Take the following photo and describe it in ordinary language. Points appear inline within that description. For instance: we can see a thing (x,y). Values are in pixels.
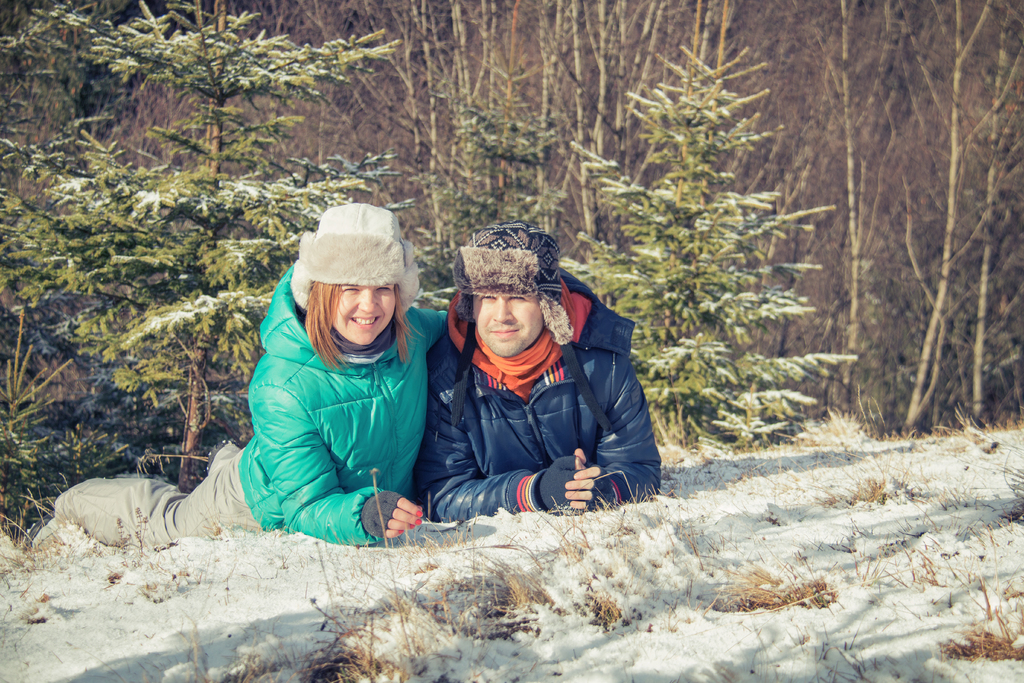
There is a woman (378,268) in green color coat (307,387), smiling and keeping hand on the person (489,252) who is in dark blue color coat (603,384) and is smiling. These both persons (557,386) are laying on the ground (52,645) on which, there is snow (656,587). In the background (163,43), there are plants (775,200) on which, there is snow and there are trees (884,47).
